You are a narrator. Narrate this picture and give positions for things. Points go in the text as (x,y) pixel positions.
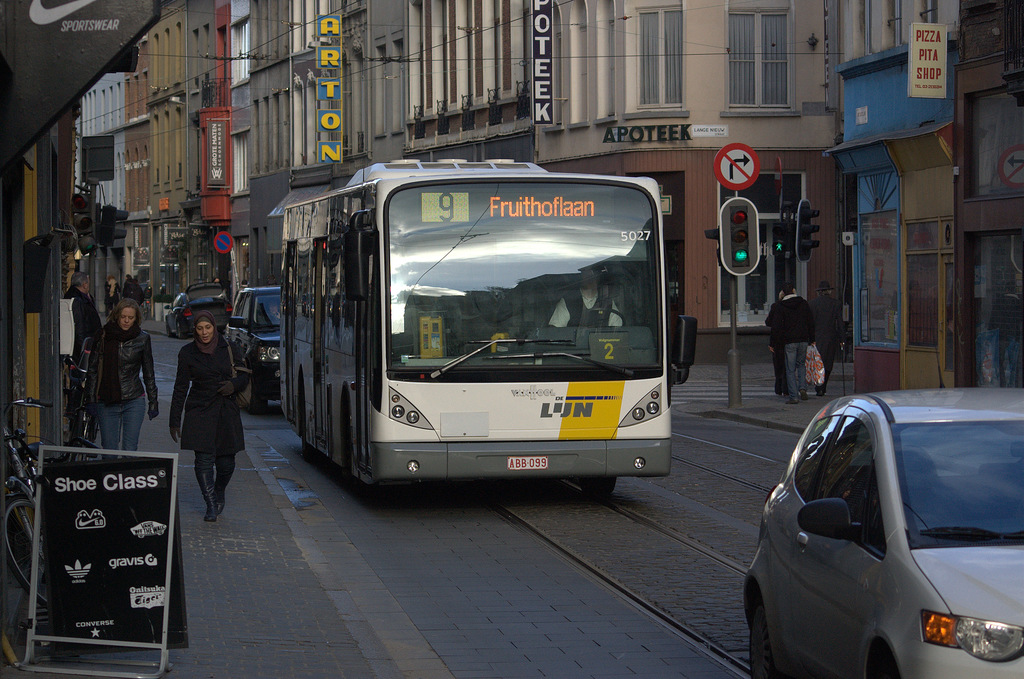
There are some vehicles (516,427) on the road (649,516) as we can see in the middle of this image (510,357). There are some buildings (975,235) in the background (197,197). There are some persons (117,362) standing and there are some bicycles (78,404) on the left side of this image (28,449). There are some persons (777,311) standing on the right side of this image (814,338) as well. There is a board (115,553) at the bottom left corner of this image (79,599).
